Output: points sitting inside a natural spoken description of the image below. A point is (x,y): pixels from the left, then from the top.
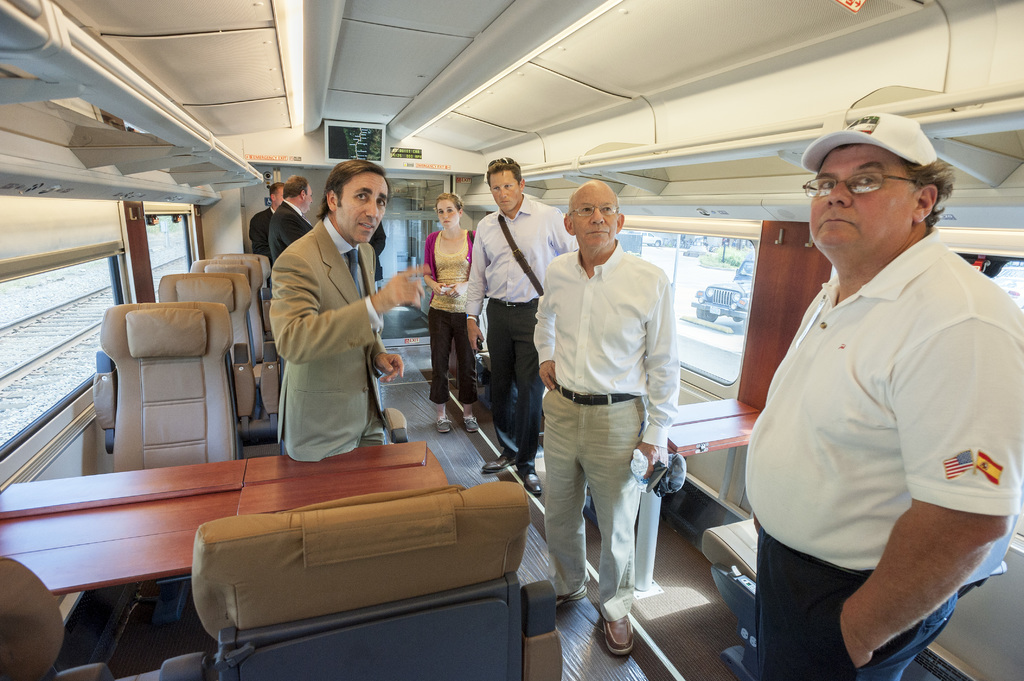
In the picture I can see people (510,428) are standing on the floor (412,381). In the background (127,346) I can see chairs (454,522), tables (648,501), ceiling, windows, a railway track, a vehicle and some other objects (390,205).
